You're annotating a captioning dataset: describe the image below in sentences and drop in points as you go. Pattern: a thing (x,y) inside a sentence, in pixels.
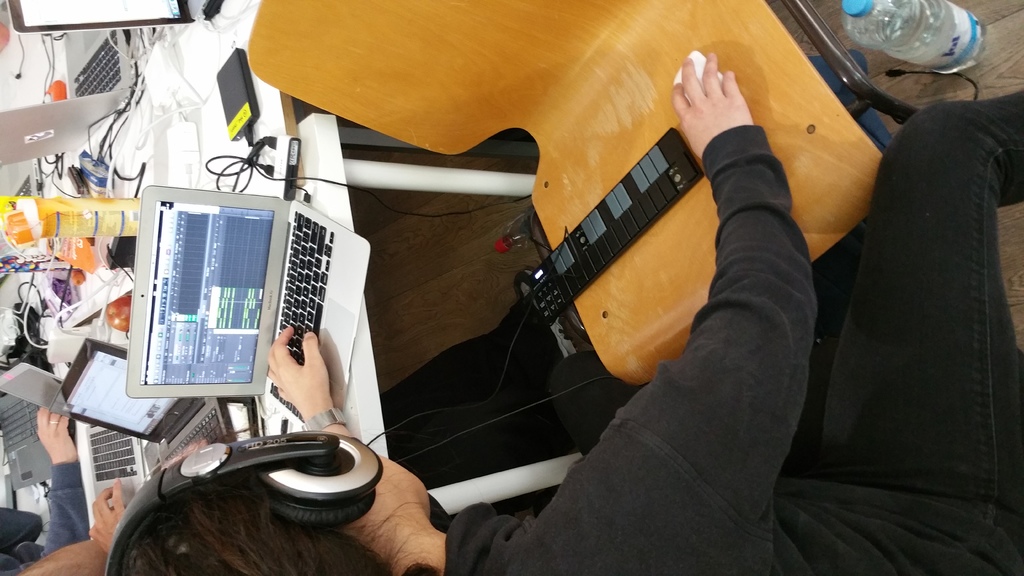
In this picture we can see laptops (228,280), wires (160,32) and some objects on the table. We can see a few objects (672,184) on the chair (600,296). There is a person (191,547) wearing a headset (321,477) and holding an object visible on a chair (743,53). We can see the bottles (939,45) and the hands (109,531) of a few people (63,567).
